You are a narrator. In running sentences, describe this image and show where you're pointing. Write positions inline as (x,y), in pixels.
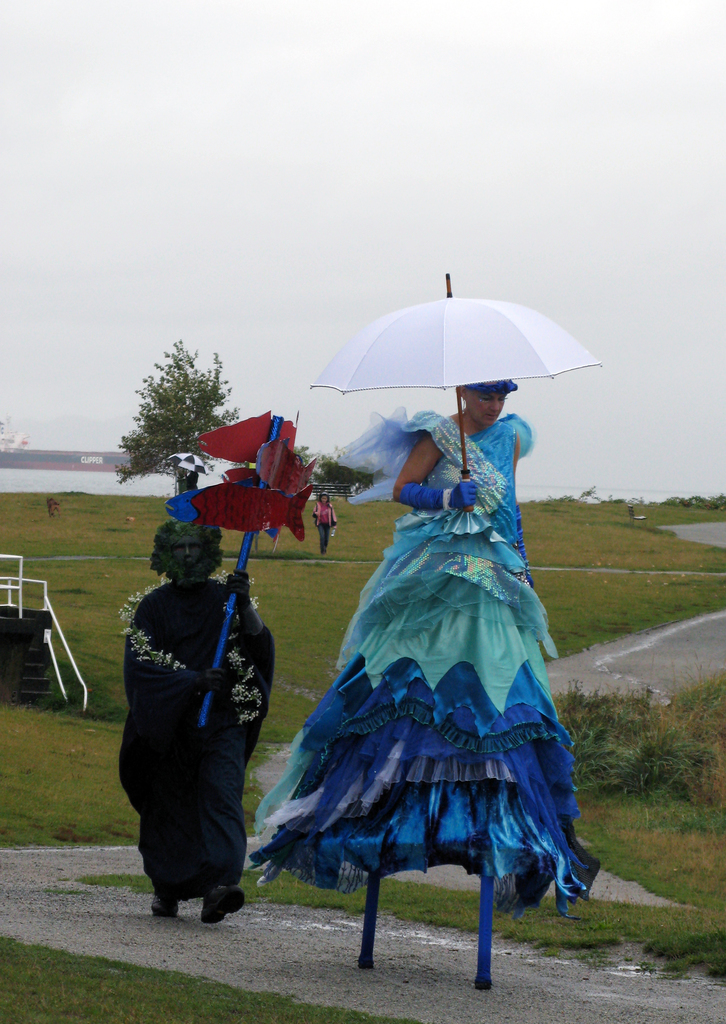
The woman (474,701) in blue dress (485,521) who is holding a white umbrella (414,333) is walking on the stilts (376,886). Behind her, the man (227,711) in the black dress (196,697) is holding a red color thing (232,510) in his hand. At the bottom of the picture (78,971), we see grass (159,988). There are trees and water (51,479) in the background (155,433). At the top of the picture (308,280), we see the sky (387,282).
